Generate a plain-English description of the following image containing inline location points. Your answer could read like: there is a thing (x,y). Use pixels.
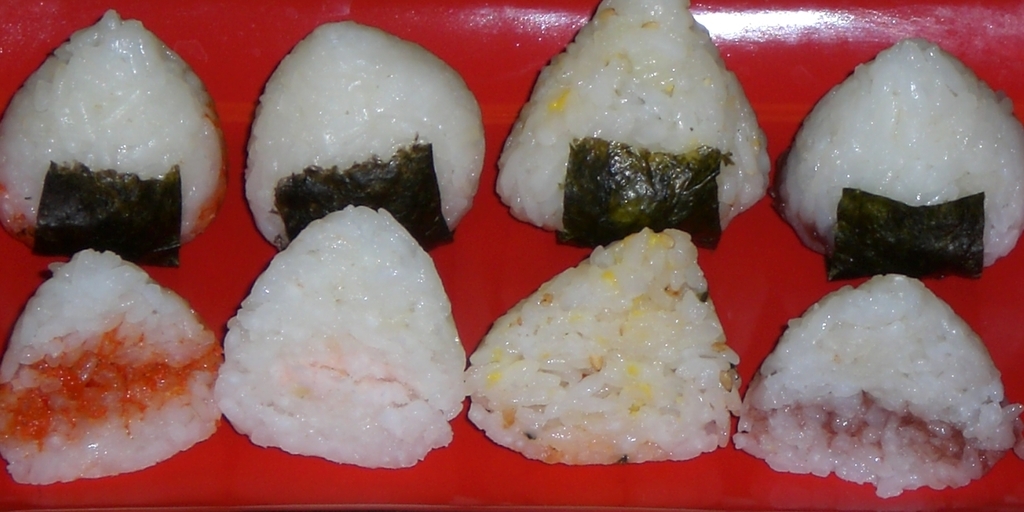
In this image, I can see eight pieces of rice cakes (172,349), which are placed on the plate (494,67). This plate (786,36) is red in color.
